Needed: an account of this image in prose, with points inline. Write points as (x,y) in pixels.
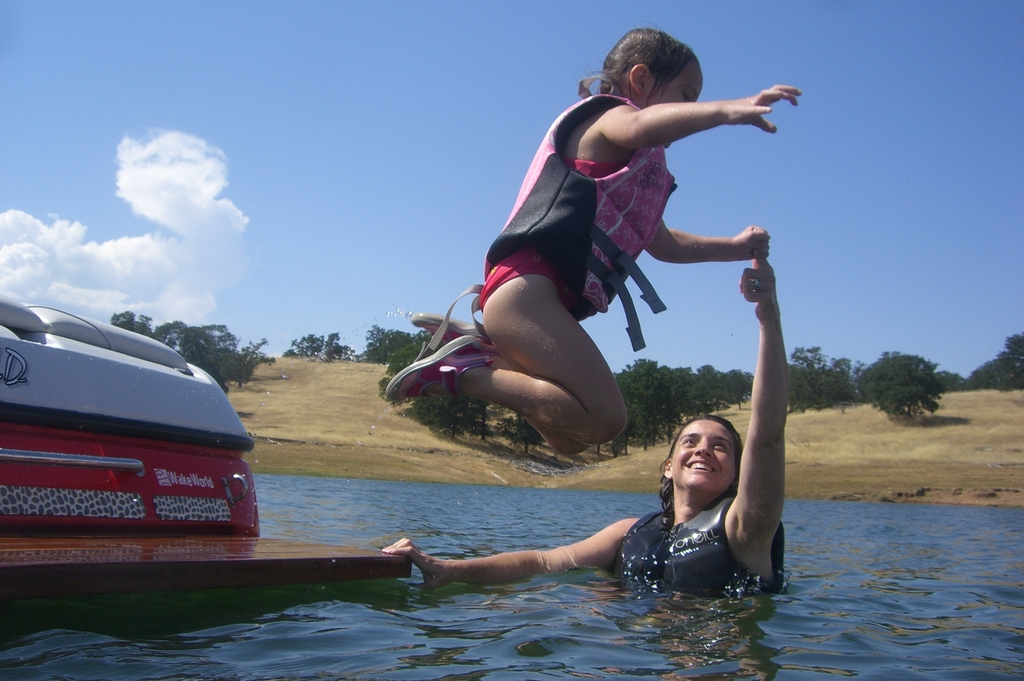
In the picture we can see a woman (747,503) in the water (651,509), she is holding a part of the boat (7,563) and one hand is held by her daughter (485,316) jumping from the boat (9,497) and behind the water surface (634,514), we can see the grass surface (1010,473) with many trees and in the background (248,264) we can see the sky (887,90) with clouds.
